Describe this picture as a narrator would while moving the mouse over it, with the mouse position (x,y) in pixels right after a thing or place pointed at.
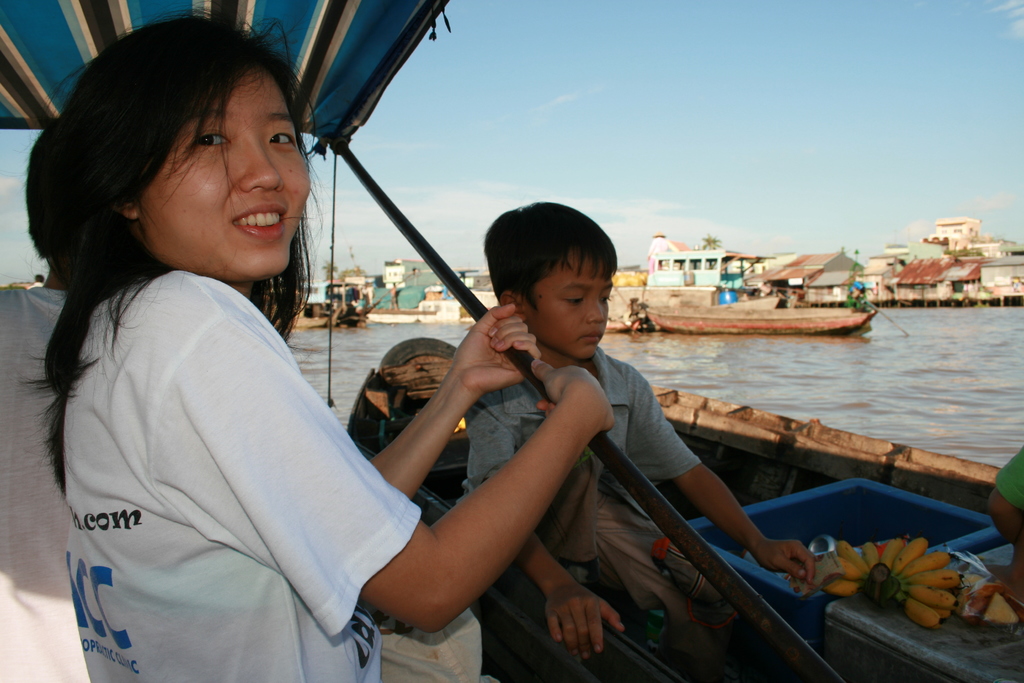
In this image we can see a lady (295,551) and a boy (558,581) in the boat (838,446) and we can see sheds (810,292). There are boats (771,320) on the water (750,349). In the background (634,91) there is sky (641,105).
